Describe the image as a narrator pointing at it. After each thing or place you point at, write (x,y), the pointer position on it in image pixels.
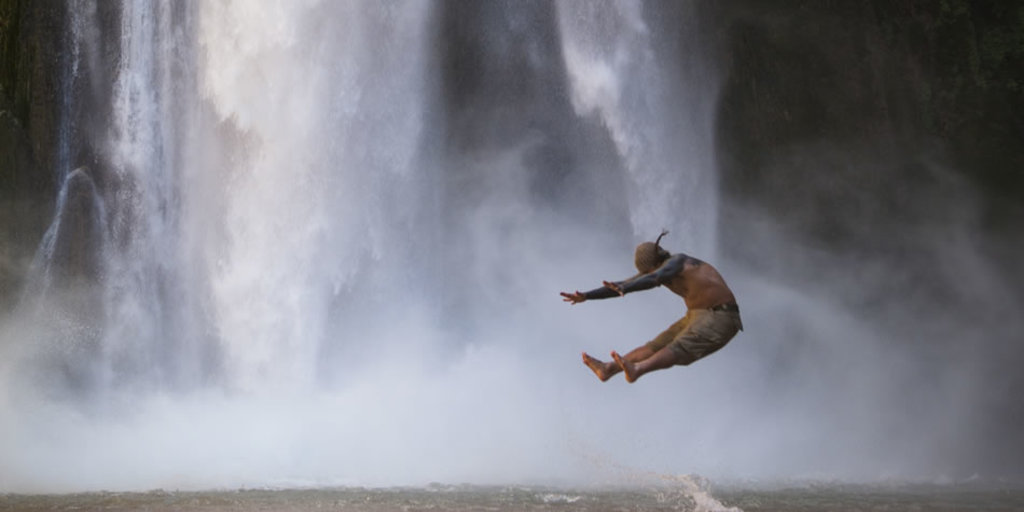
In this picture we can see a person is in air (619,410) and in the background (417,340) we can see water (443,252).
